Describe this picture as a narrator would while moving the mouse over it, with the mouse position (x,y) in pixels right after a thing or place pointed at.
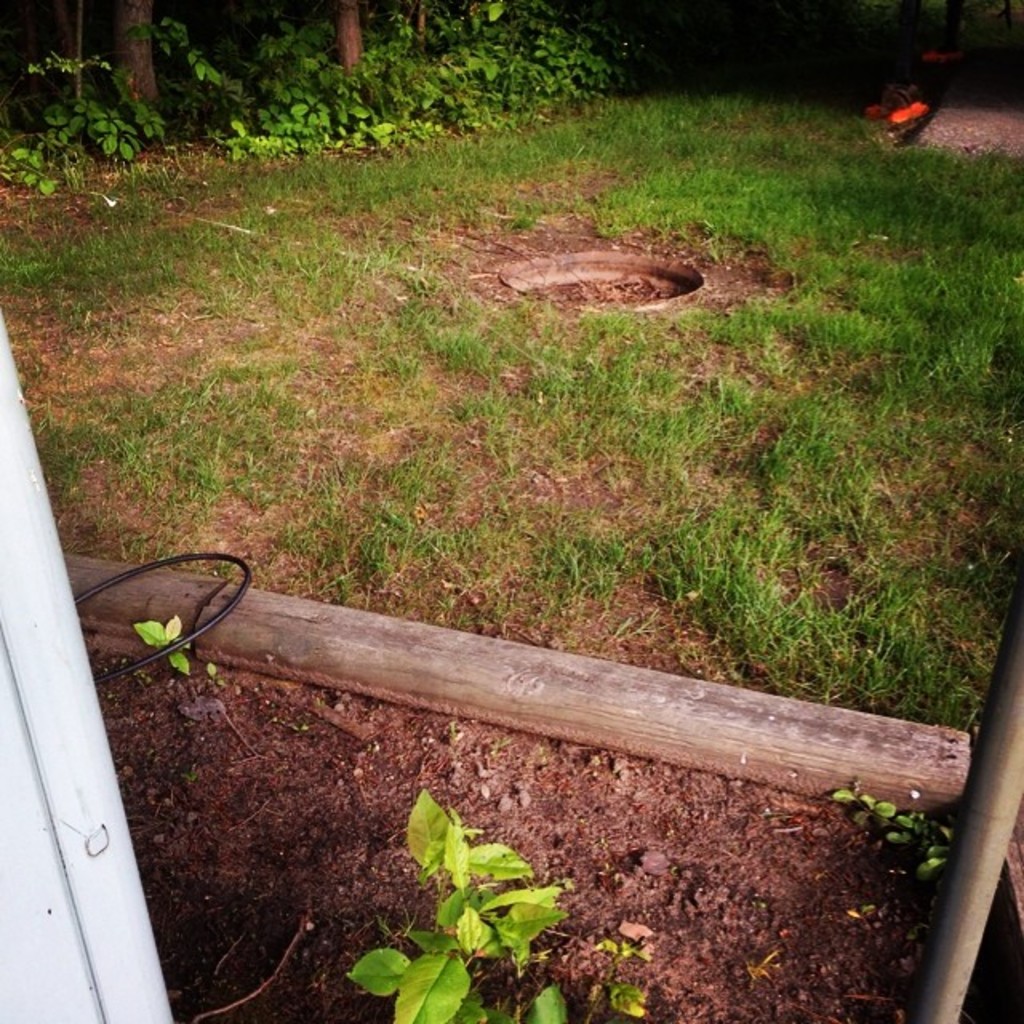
In this image, we can see logs (863,784), plants (449,843), trees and some objects (904,91) and a wall (79,730). At the bottom (390,718), there is a ground (595,284).
